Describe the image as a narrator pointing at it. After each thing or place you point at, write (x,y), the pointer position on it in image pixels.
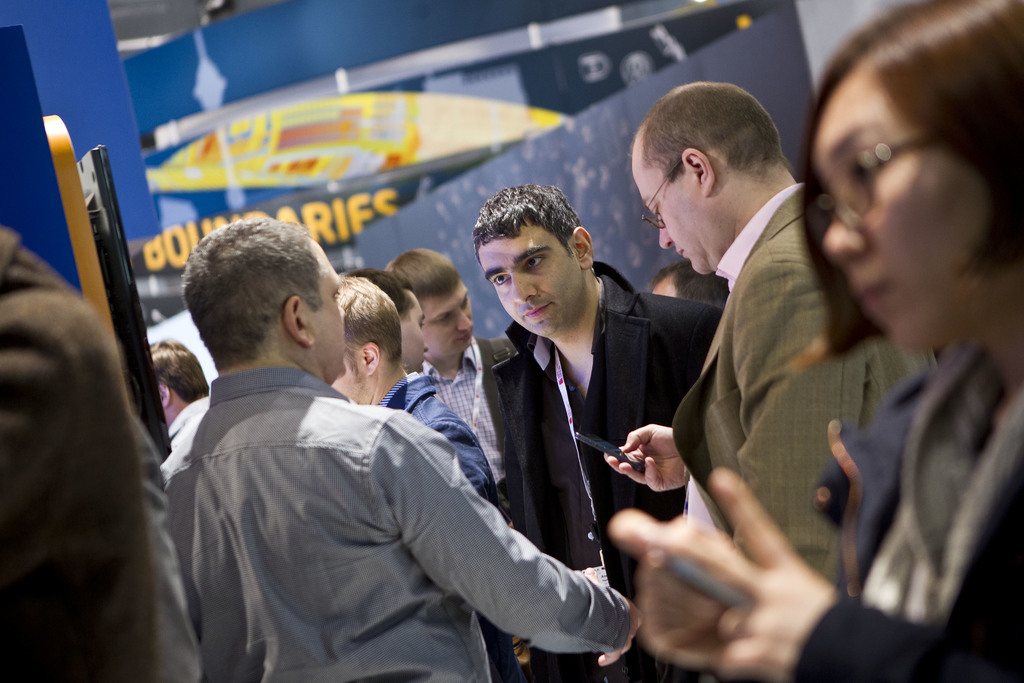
In the image in the center (631,284), we can see a few people (440,385) are standing and few people (686,640) are holding some objects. In the background (524,86) there is wall (858,25), banners (481,79) and a few other objects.
